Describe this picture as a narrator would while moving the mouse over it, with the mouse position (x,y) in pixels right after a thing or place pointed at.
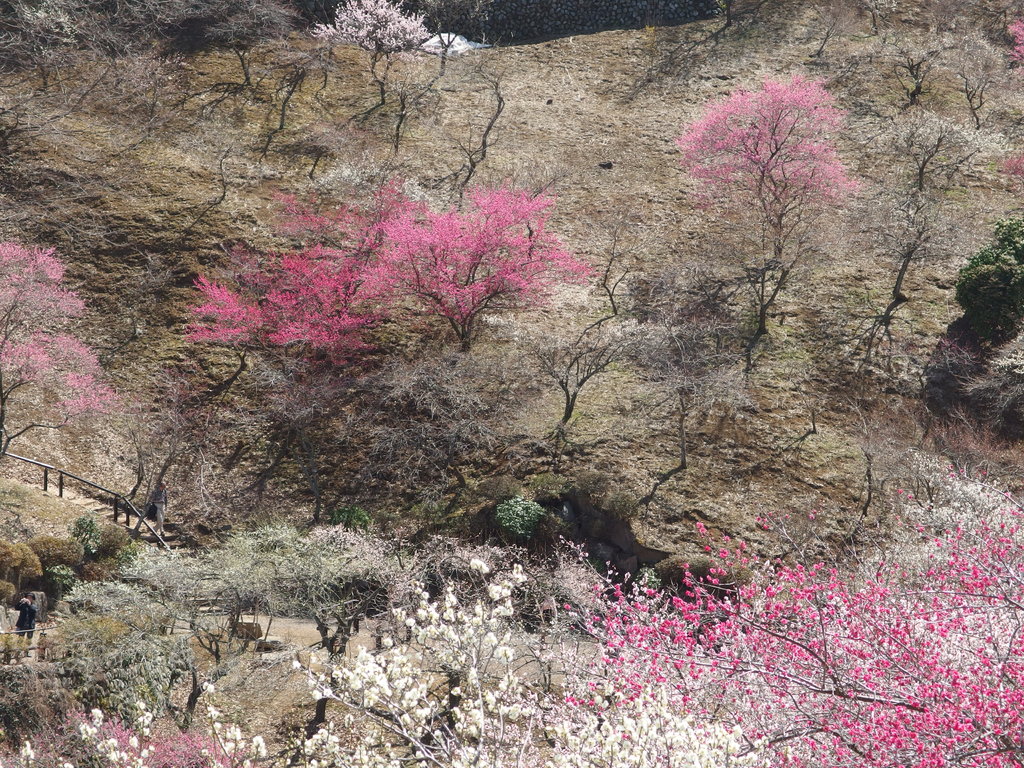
In this image there are some trees (869,621) and also some plants (258,554) and flowers (976,708).
